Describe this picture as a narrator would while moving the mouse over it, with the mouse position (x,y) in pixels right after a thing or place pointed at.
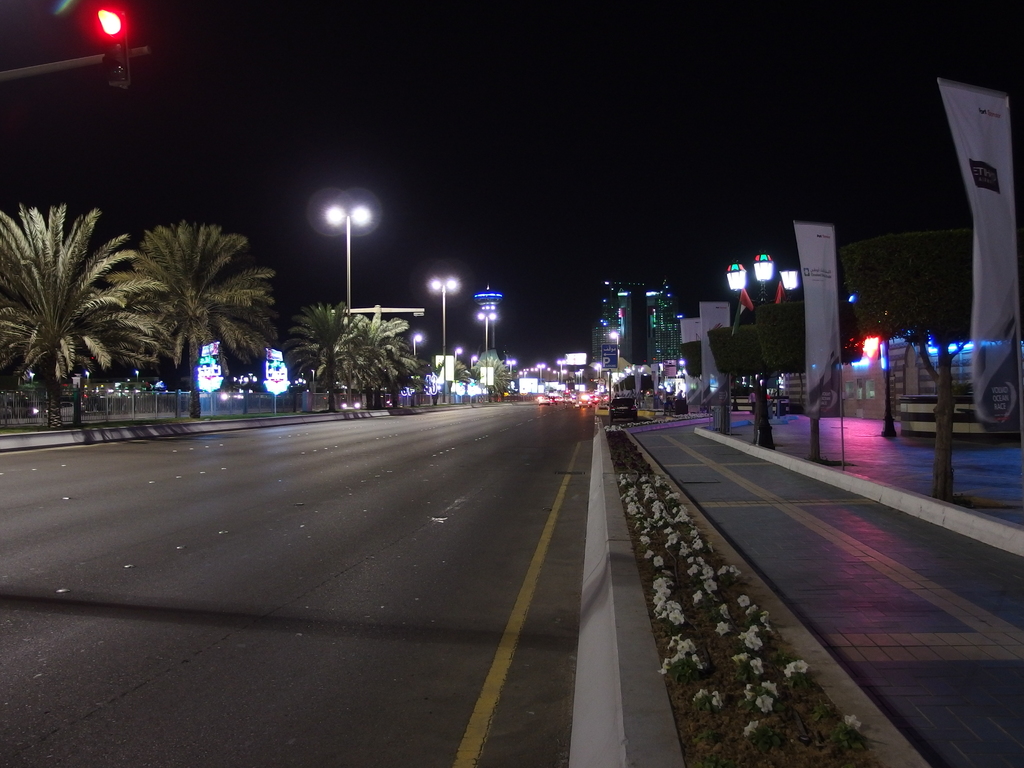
Beside this road (489,500) we can see plants (698,586), flowers (669,613), trees (14,334), fence (104,402), hoardings (825,324) and light poles (792,280). Far there are buildings (625,344).
